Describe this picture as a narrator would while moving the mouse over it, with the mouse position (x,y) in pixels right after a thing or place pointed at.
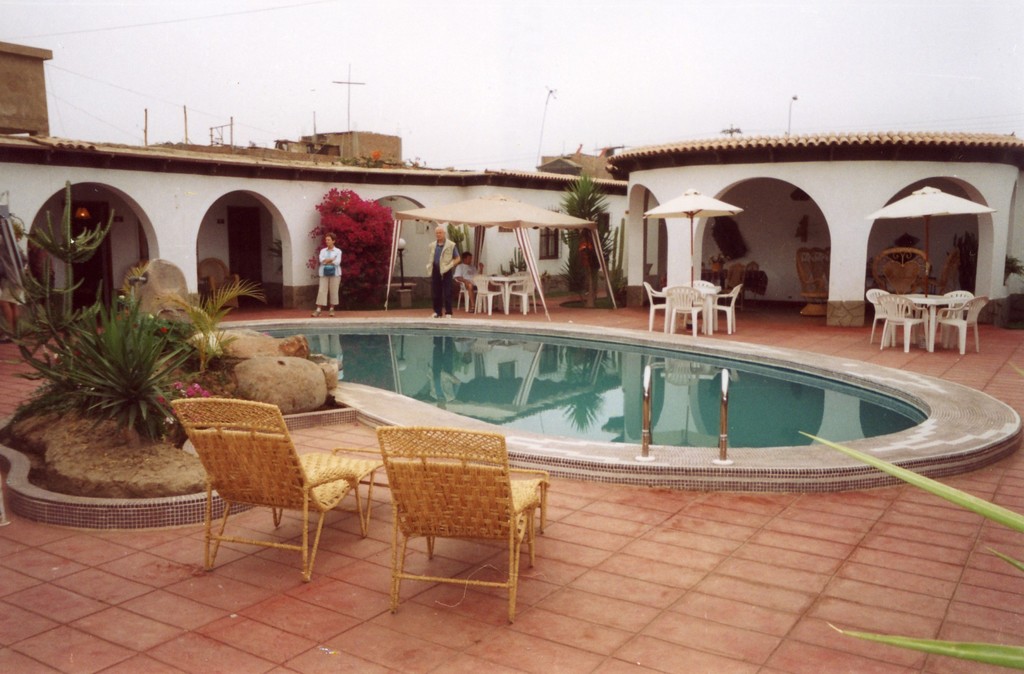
At the bottom of this image (488,479), there are two wooden chairs (440,504) arranged on the floor (539,539). Beside them, there are plants (145,333), rocks (255,367) and grass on the ground (112,482). In the background (817,393), there is a swimming pool (496,363), there are umbrellas (495,222) arranged, under them there are chairs (656,311) and tables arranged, there are three persons (455,245), one of them is sitting, there are buildings (467,197) which are having roofs (803,160) and windows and there are clouds (439,45) in the sky (217,19).
